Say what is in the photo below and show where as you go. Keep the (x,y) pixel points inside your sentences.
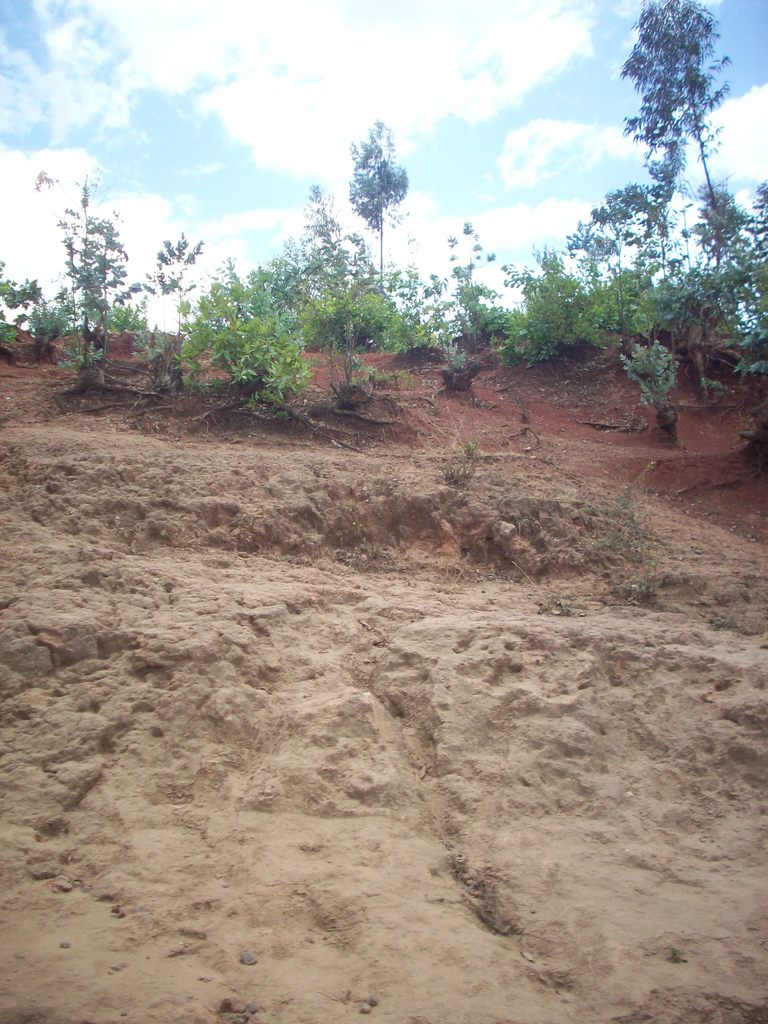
There is sand (269,892) in the foreground area of the image (385,664), there are plants (754,352) and the sky (513,163) in the background (355,176).
